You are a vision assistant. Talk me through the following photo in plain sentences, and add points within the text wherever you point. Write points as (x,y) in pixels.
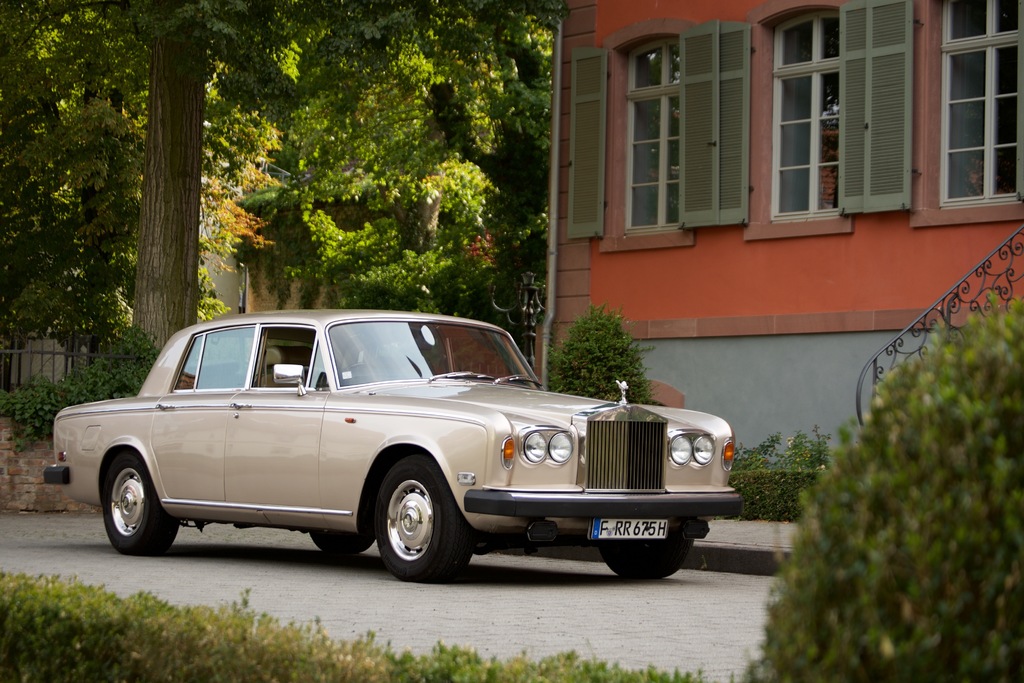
In the picture I can see a car (391,412) and there is a building (830,229) in the right corner (801,201) and there are few trees (353,155), a fence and a building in the background (263,137).
